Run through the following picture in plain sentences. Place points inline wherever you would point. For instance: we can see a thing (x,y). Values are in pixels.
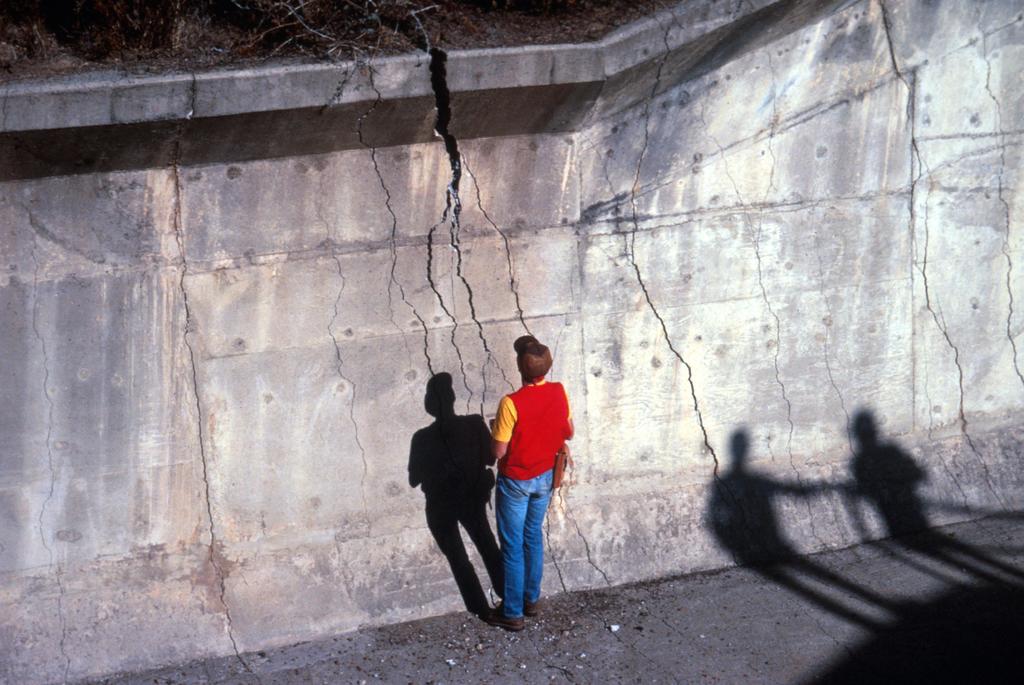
In this picture we can see a person (541,368) standing on the ground (638,618), shadows (438,537) on the wall (499,269) and plants (226,37).
